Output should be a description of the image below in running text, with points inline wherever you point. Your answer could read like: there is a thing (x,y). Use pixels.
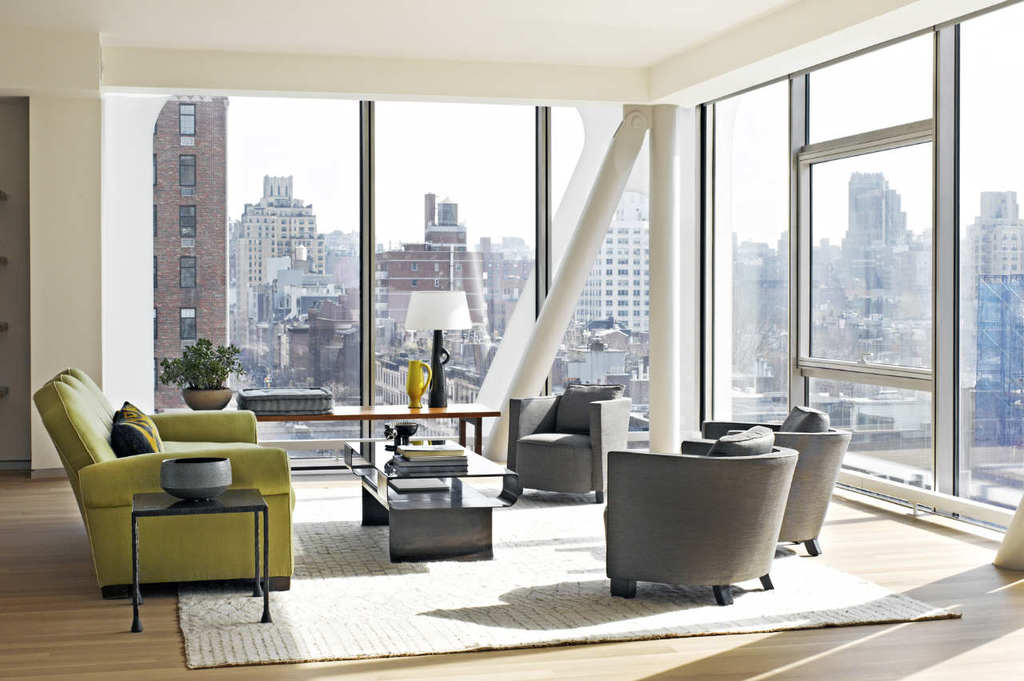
In the image we can see sofa (205,452) and a table (389,470) on which books (416,467) are kept. This is a window (549,240) and we can see many buildings (513,285) around.
